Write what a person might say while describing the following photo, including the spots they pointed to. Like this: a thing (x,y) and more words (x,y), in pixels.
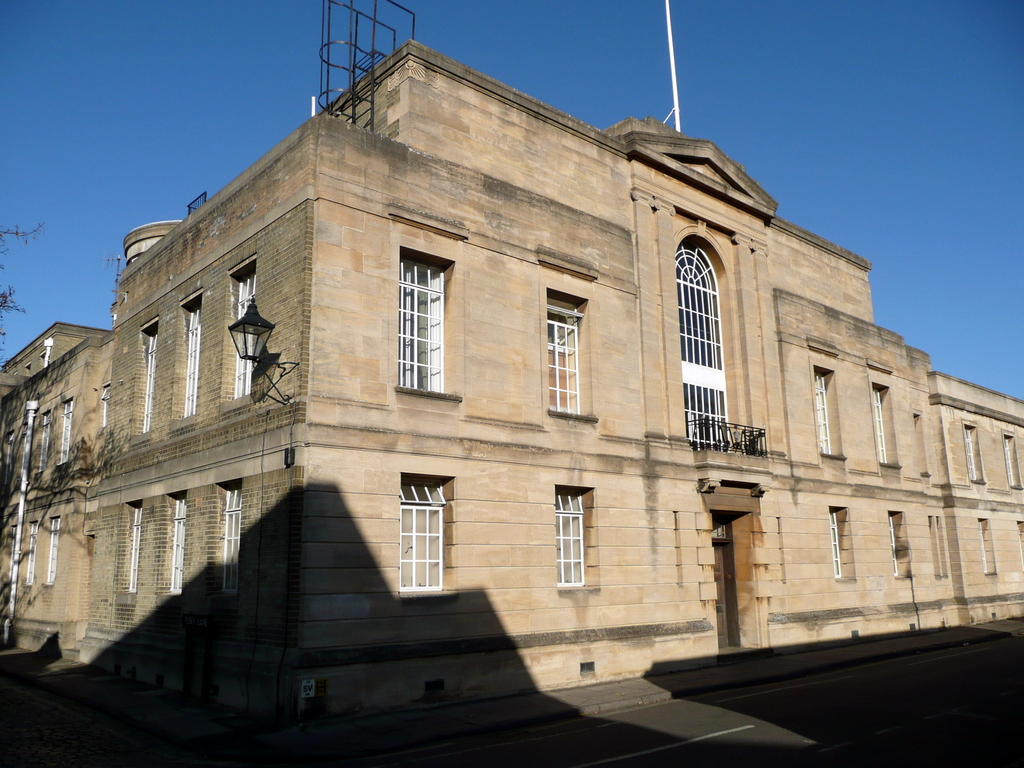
In this picture we can see a building (385,597) and a few windows (132,558) on it. There is a lantern (262,328) and an arch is visible on this building (599,307). A plant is seen on the left side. Sky (992,178) is blue in color.
